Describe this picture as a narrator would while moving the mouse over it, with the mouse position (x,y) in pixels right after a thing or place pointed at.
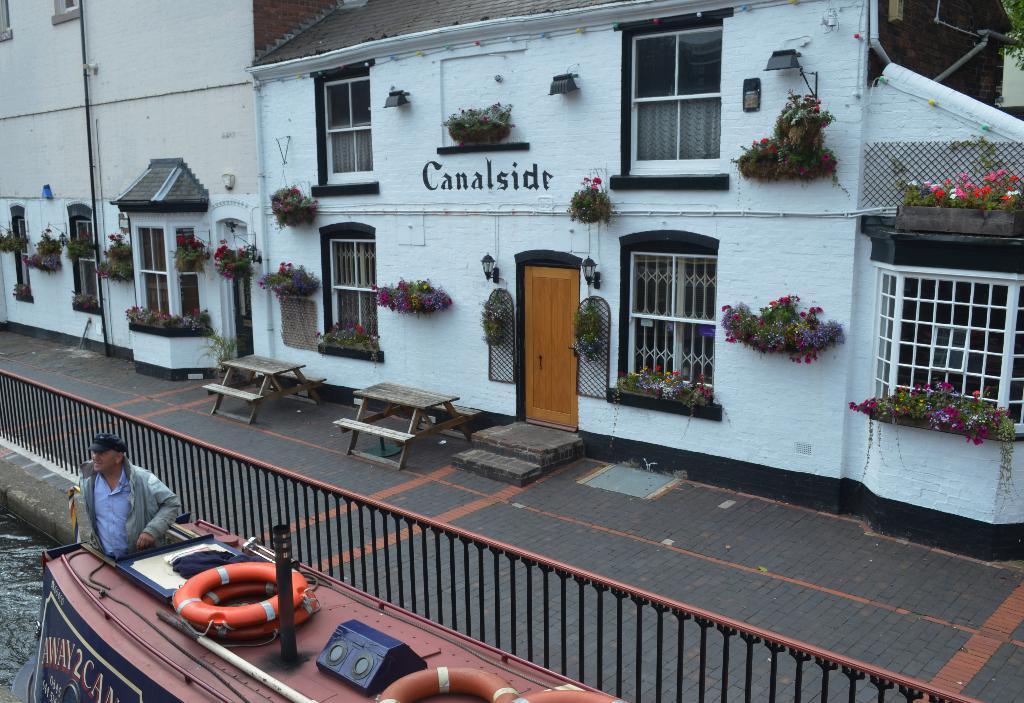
In this picture there is a person (138,531) standing in an object (141,586) and there is a fence (295,497) beside him and there are few buildings (336,399) which has few plants (447,301) on it and there is a table (401,402) in front of a building (565,155).
